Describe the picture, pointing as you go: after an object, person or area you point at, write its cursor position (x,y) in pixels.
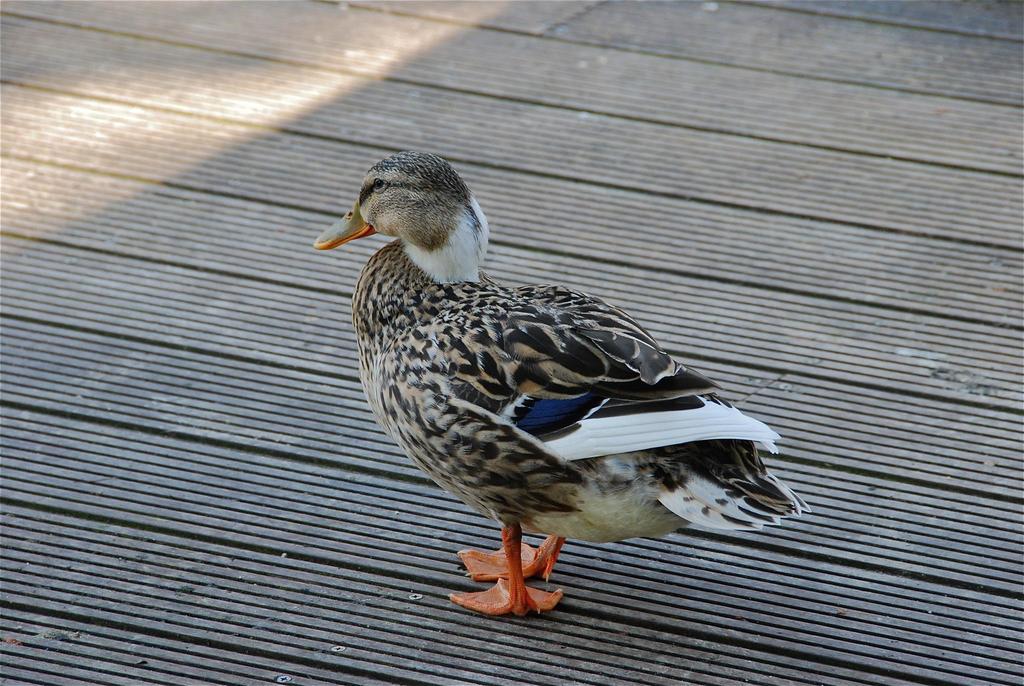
In this image we can see a duck (457,304) on the floor (330,309).
